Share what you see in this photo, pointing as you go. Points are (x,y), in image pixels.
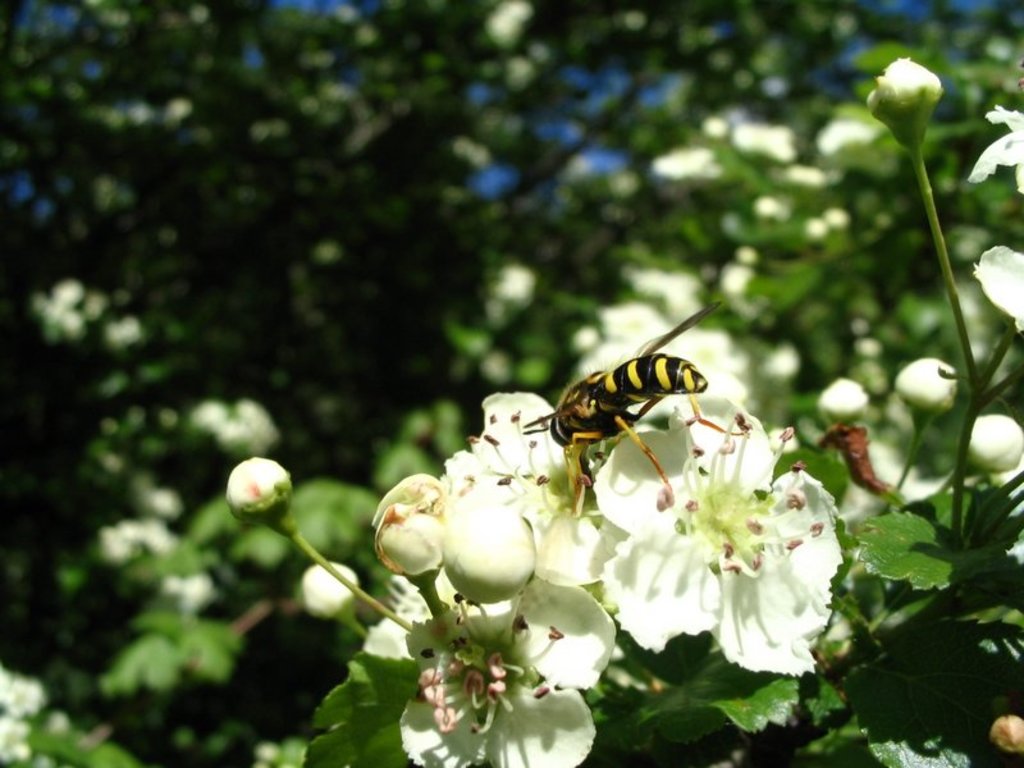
These are the bunch of flowers (547,501) and buds (381,533), which are white in color. This looks like an insect (654,457), which is on the flower (643,501). In the background (797,331), I can see the trees (585,236) with leaves (899,294) and flowers (750,254).
